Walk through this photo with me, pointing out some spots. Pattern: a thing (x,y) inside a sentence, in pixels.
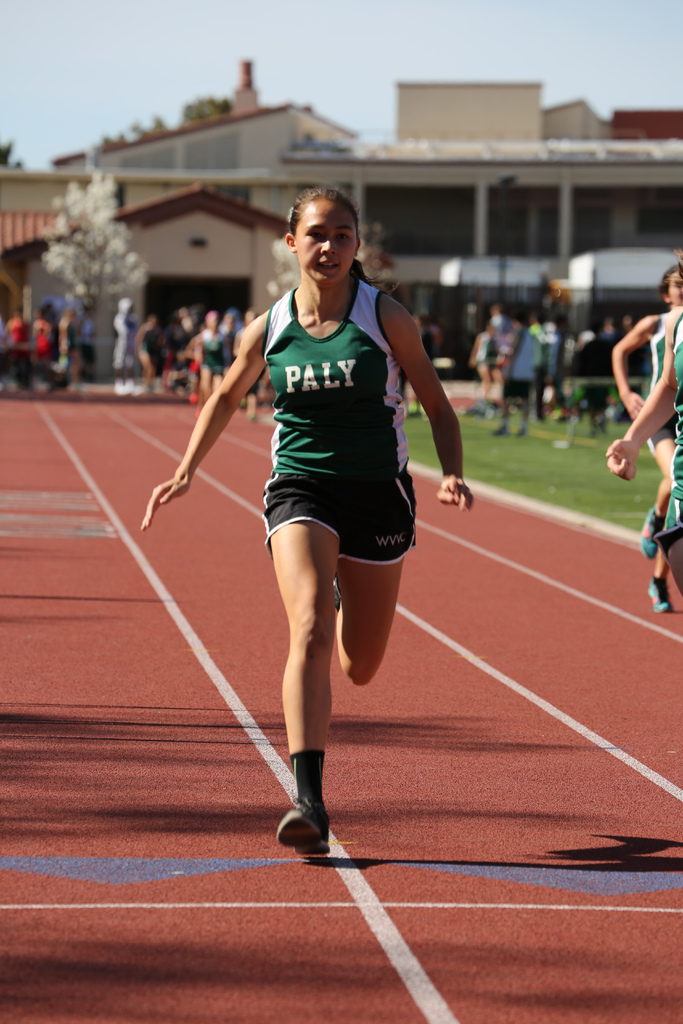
In this image I can see there are persons (454,461) running on the ground (184,579). And few persons (551,402) are standing. And at the back (232,187) there is a grass (490,441), Trees (103,232) and building (422,128). At the top (327,80) there is a sky (367,111).
